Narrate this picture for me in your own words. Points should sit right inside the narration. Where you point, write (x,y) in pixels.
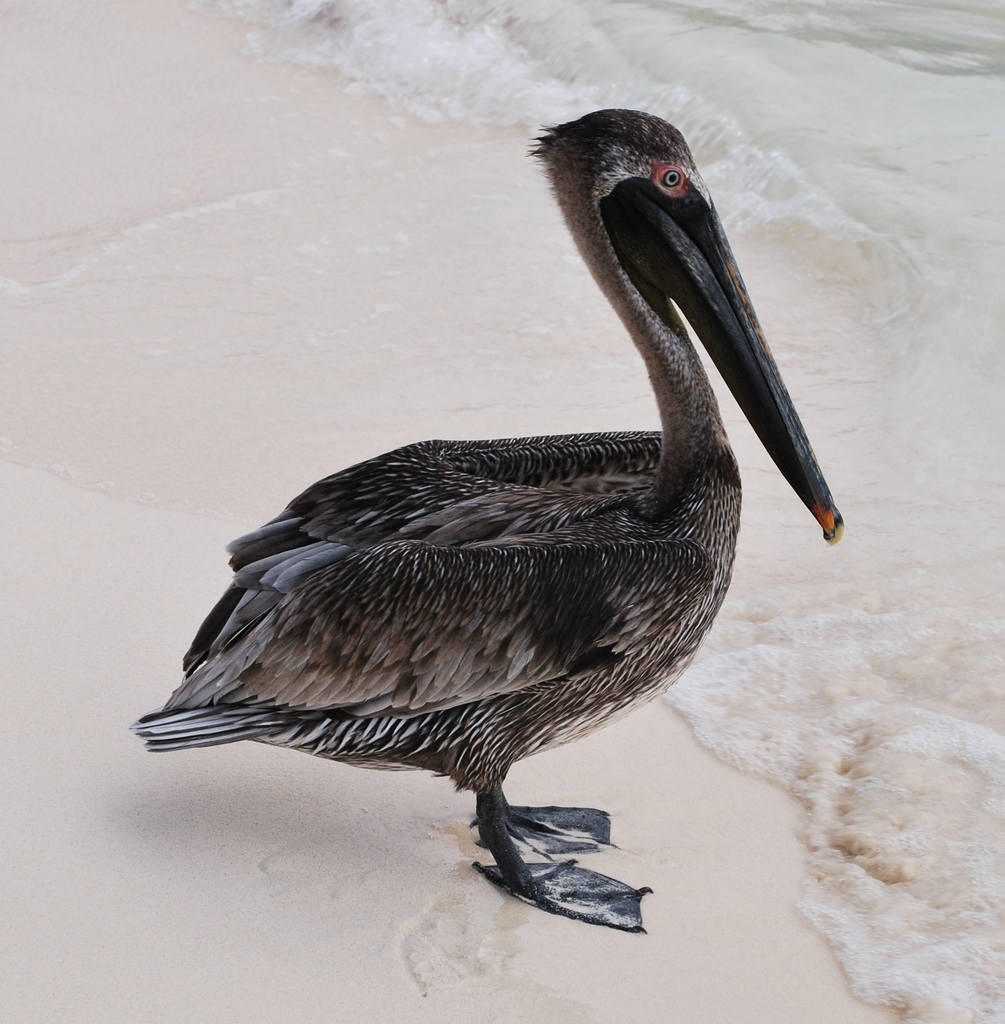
In this picture, it seems like a pelican (598,171) in the foreground (666,600) on the sand (622,791) and water (390,31) in the background (961,326).
